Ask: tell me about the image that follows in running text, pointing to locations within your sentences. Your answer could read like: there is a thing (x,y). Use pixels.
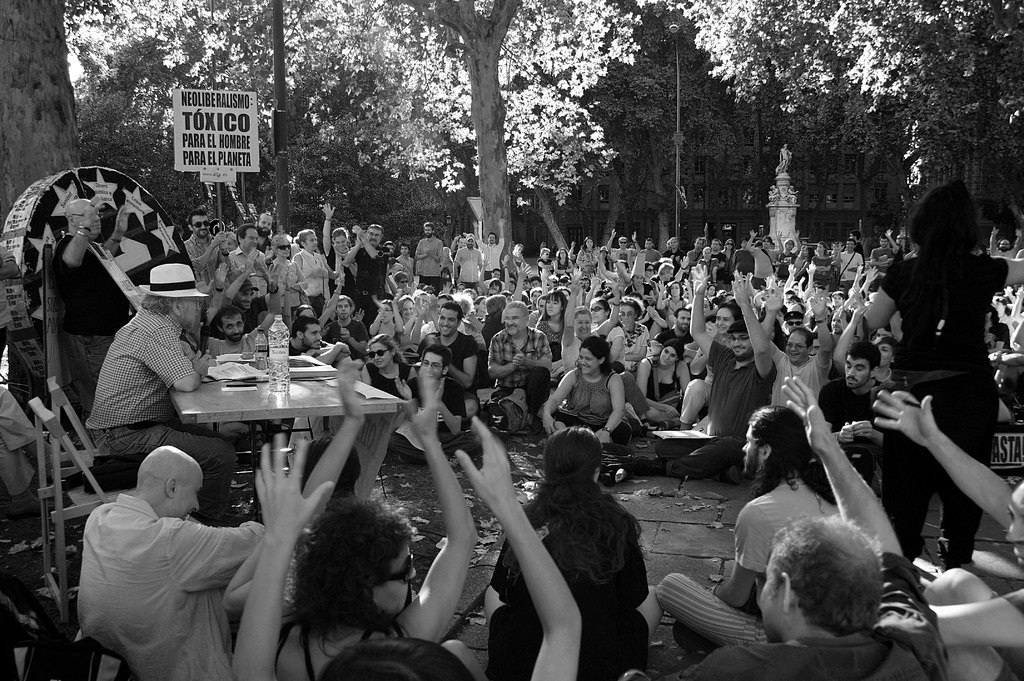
This is a black and white image. These are the trees (356,84) with branches (518,148) and leaves (368,120). This looks like a pole (281,124). This is the man (153,376) sitting on the chair (59,441). I can see a table (267,409) with papers (242,376) and water bottles (284,365) on it. There are group of people (819,319) sitting and standing. This looks like a board (242,157). I think this is a sculpture (790,187). In the background (729,199), that looks like a building (821,204).
